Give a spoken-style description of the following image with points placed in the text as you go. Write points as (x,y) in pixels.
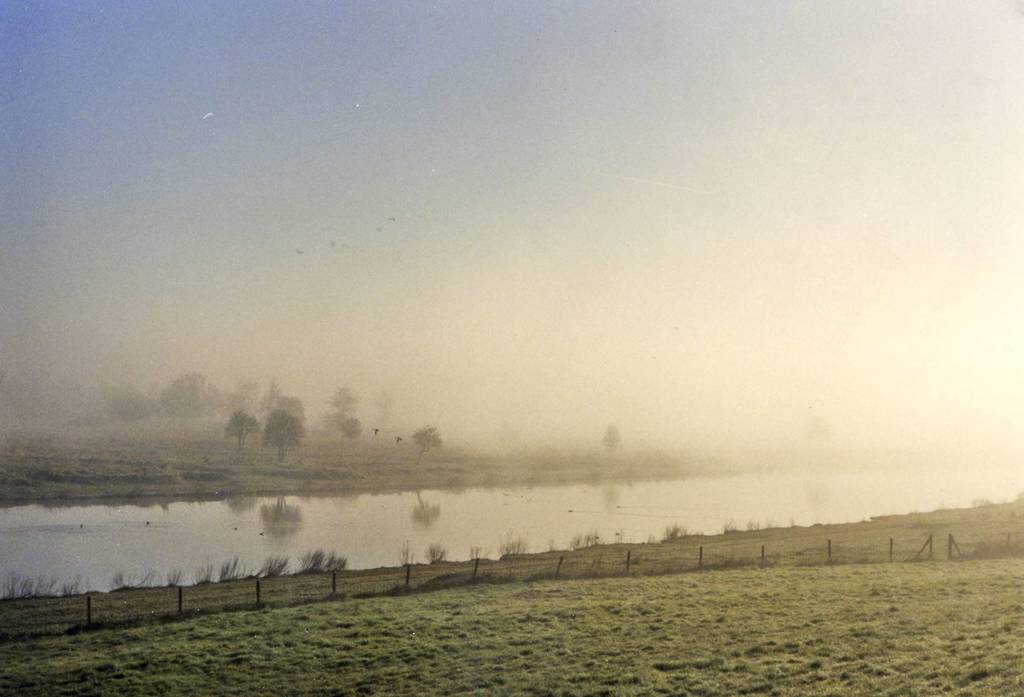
This is an outside view. At the bottom (283,516) there is a lake (247,522). On both sides of the lake (128,534), I can see the grass (355,604) and plants (300,572). In the background (283,430) there are trees (267,419). At the top of the image (371,87) I can see the sky (460,131).
